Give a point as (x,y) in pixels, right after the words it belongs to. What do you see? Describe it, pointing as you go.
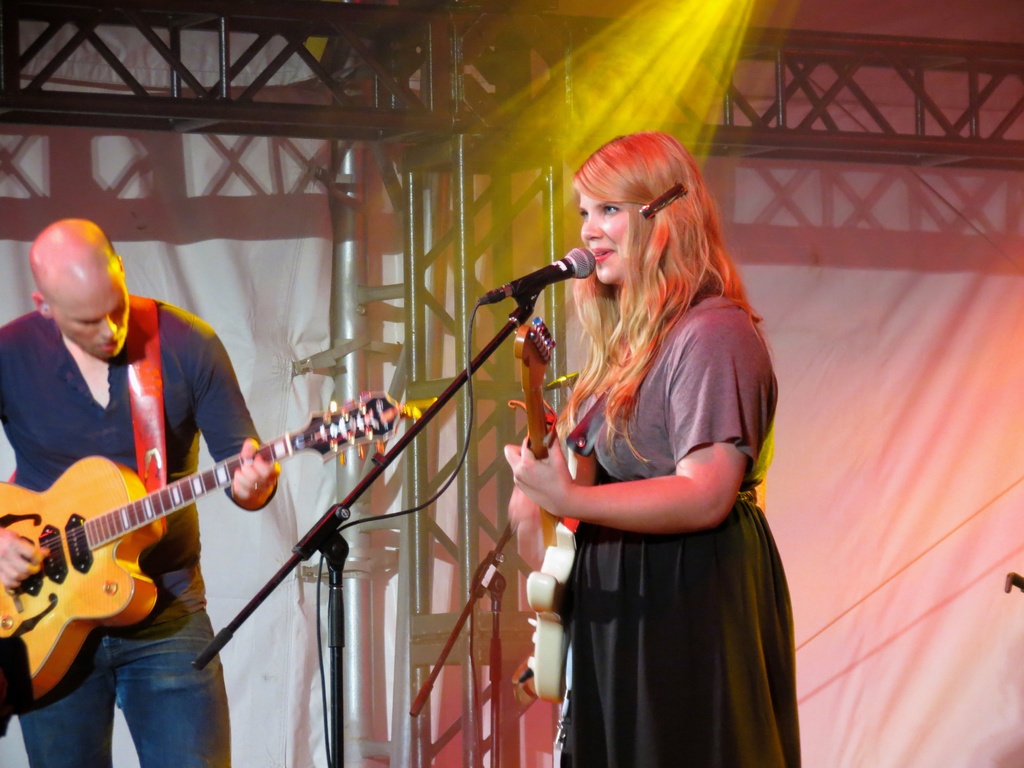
In this picture we can see woman (610,478) holding guitar (526,337) in her hands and singing on mic (586,263) and beside to her man (190,442) playing guitar (189,478) and in background (409,376) we can see pillar (422,120), light (671,96), wall (971,314).
